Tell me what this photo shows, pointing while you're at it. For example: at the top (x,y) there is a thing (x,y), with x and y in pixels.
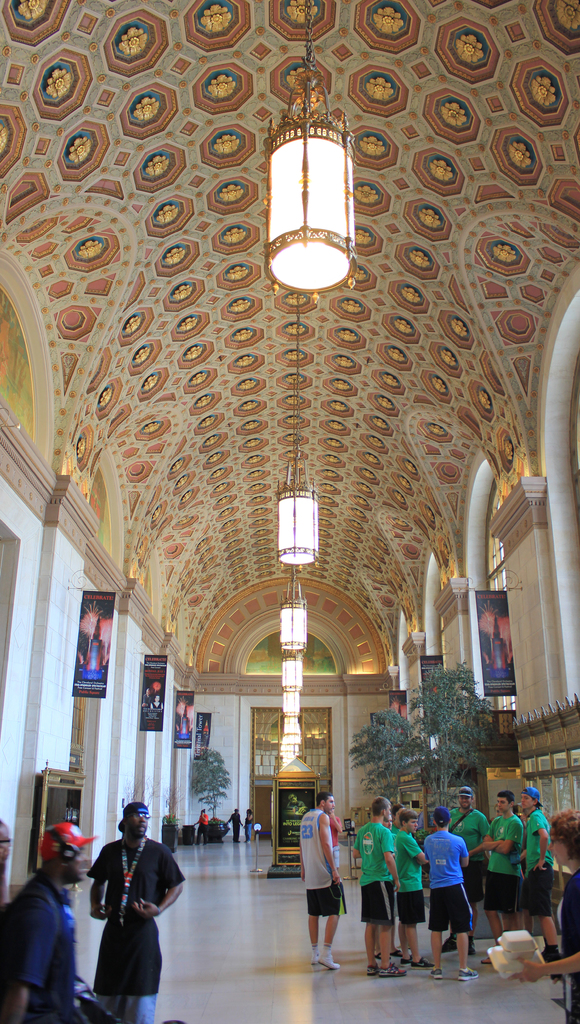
In this image I can see some lights (303,221) in the center of the image (300,646) and a concrete roof top (159,124) with some design (417,402) and some people (63,830) standing at the bottom of the Image (63,837) and there is a sign board/ (296,824) welcoming board (291,832) in the center of the image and we can see some other boards (421,659) too and some potted plants (218,767) which we can see on right (438,731) and left sides of the image.
